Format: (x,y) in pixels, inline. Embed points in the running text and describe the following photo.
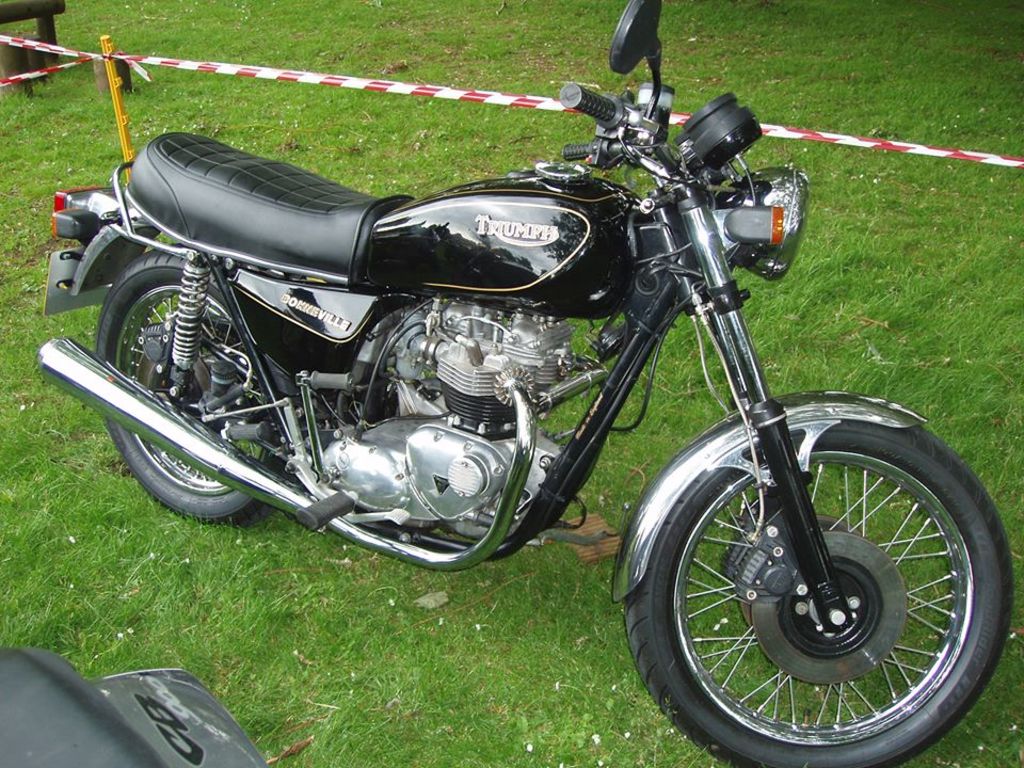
In this image, I can see a motorbike (450,373), which is parked. This is a grass (331,599), which is green in color. At the bottom left side of the image (167,671), that looks like an object (122,728). I think this is a tape (488,91), which is tied to a pole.
